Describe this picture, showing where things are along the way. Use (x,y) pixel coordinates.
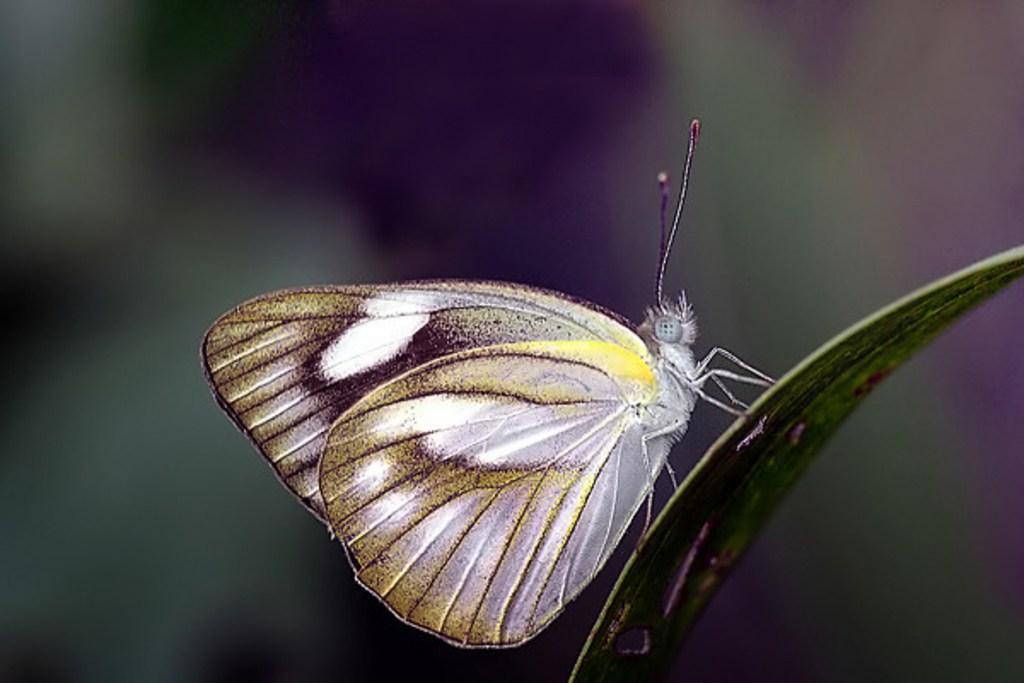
In this image there is a butterfly (643,435) on the leaf (834,360) and the background of the image (466,111) is blur.
